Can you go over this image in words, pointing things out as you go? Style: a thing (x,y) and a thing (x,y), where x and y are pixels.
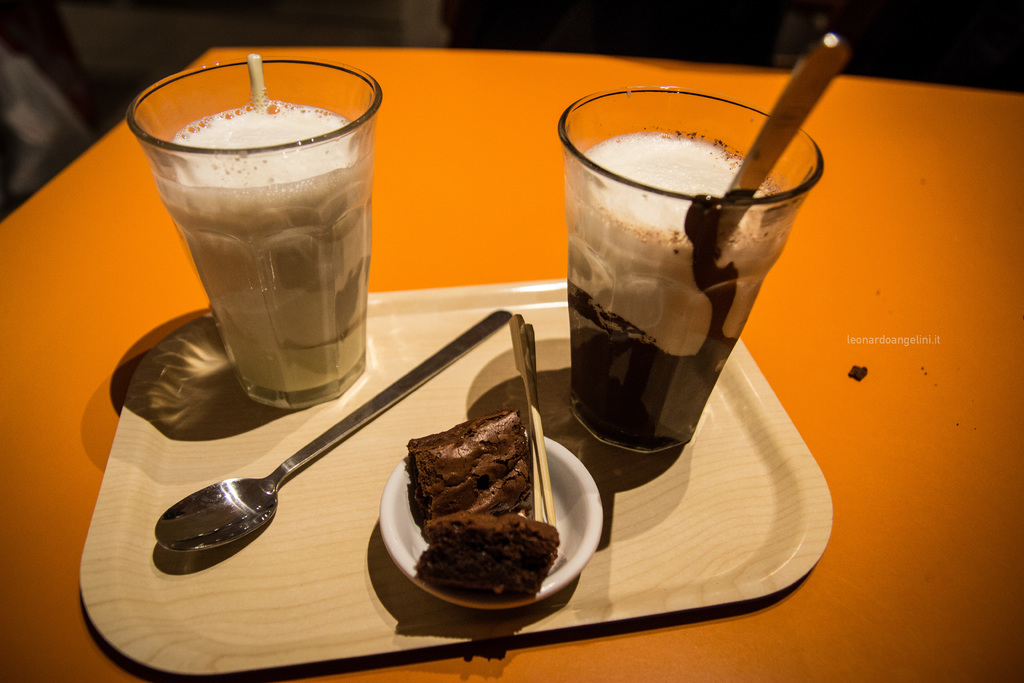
In this image we can see glasses (274,302) with liquid (607,240), spoons (222,483), bowl (554,477), food (548,545), and toothpicks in a tray (649,496) which is on the table (484,194).
